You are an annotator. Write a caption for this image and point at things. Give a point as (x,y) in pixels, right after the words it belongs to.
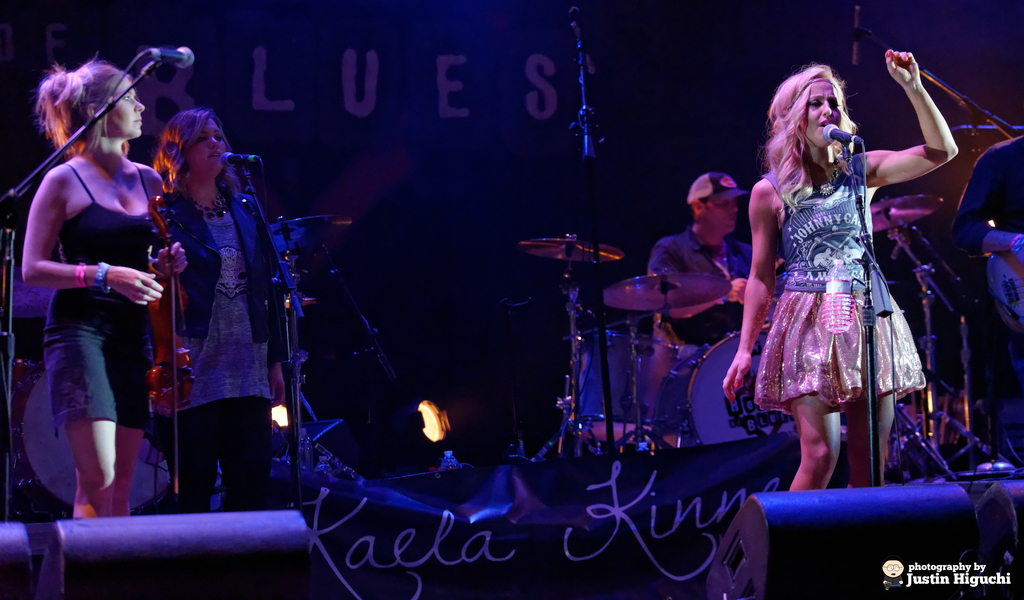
This image is taken in a concert. In the background (417,120) there is a banner (454,203) with a text (444,98) on it. At the bottom of the image (490,581) there is a dais (435,539) and there is another banner (530,530) with a text (631,500) on it and there are a few lights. On the left side of the image (79,256) two women (105,301) are standing on the dais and there are a few mics (151,62). On the right side of the image (696,228) a man (707,264) is sitting on the chair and there are a few musical instruments (671,396). A woman (826,449) is standing on the dais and she is singing and there's a mic (844,143).
